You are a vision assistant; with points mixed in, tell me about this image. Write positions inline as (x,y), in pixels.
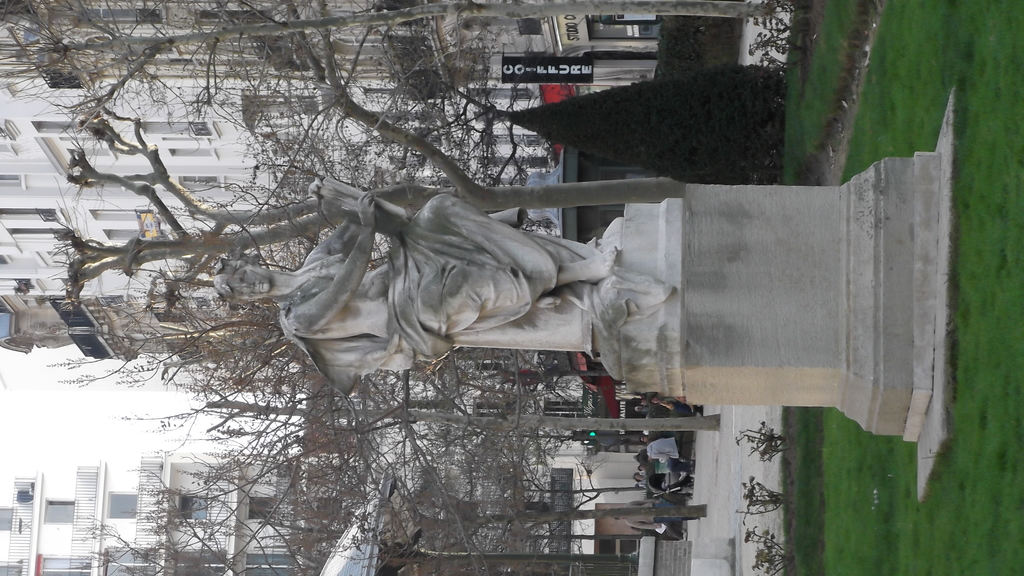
In this image, we can see a statue (871,417). We can see the ground (961,448) covered with grass (857,453), plants (760,96) and trees (728,87). We can see some boards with text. There are a few people (668,445). We can see an umbrella (351,555) at the bottom (334,565). We can see the sky (117,397). We can see some buildings (94,551).
